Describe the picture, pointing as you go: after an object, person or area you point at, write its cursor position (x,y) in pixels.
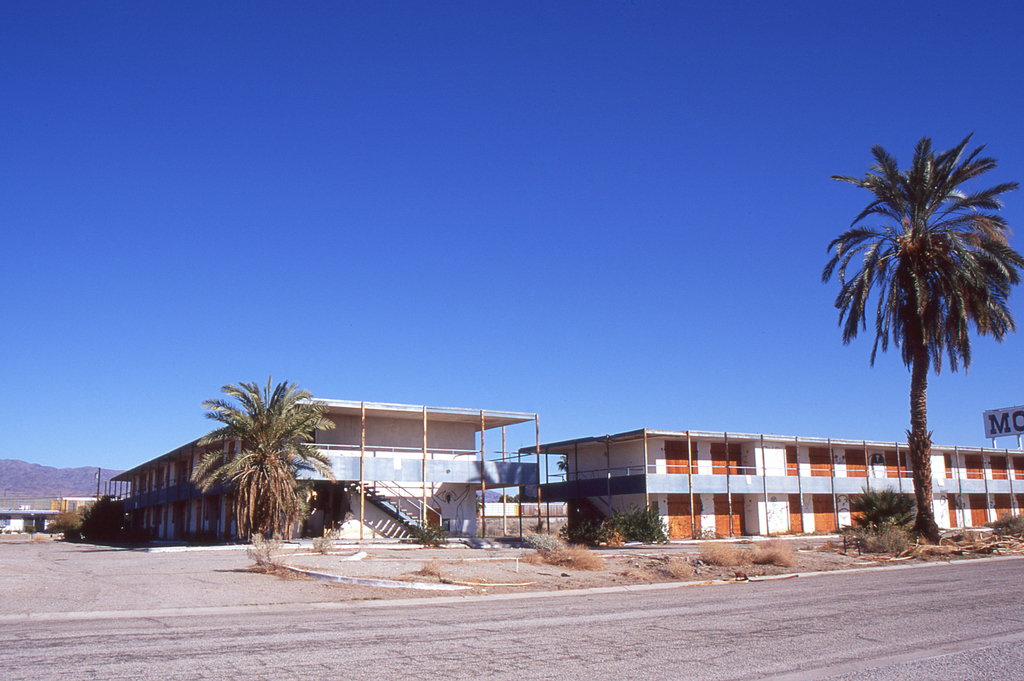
In this image I can see in the middle (584,449) there are buildings (624,465). At the bottom (658,612) it is the road (653,605), there are trees (284,497) on either side of this image. At the top (610,111) it is the sky (605,112).
